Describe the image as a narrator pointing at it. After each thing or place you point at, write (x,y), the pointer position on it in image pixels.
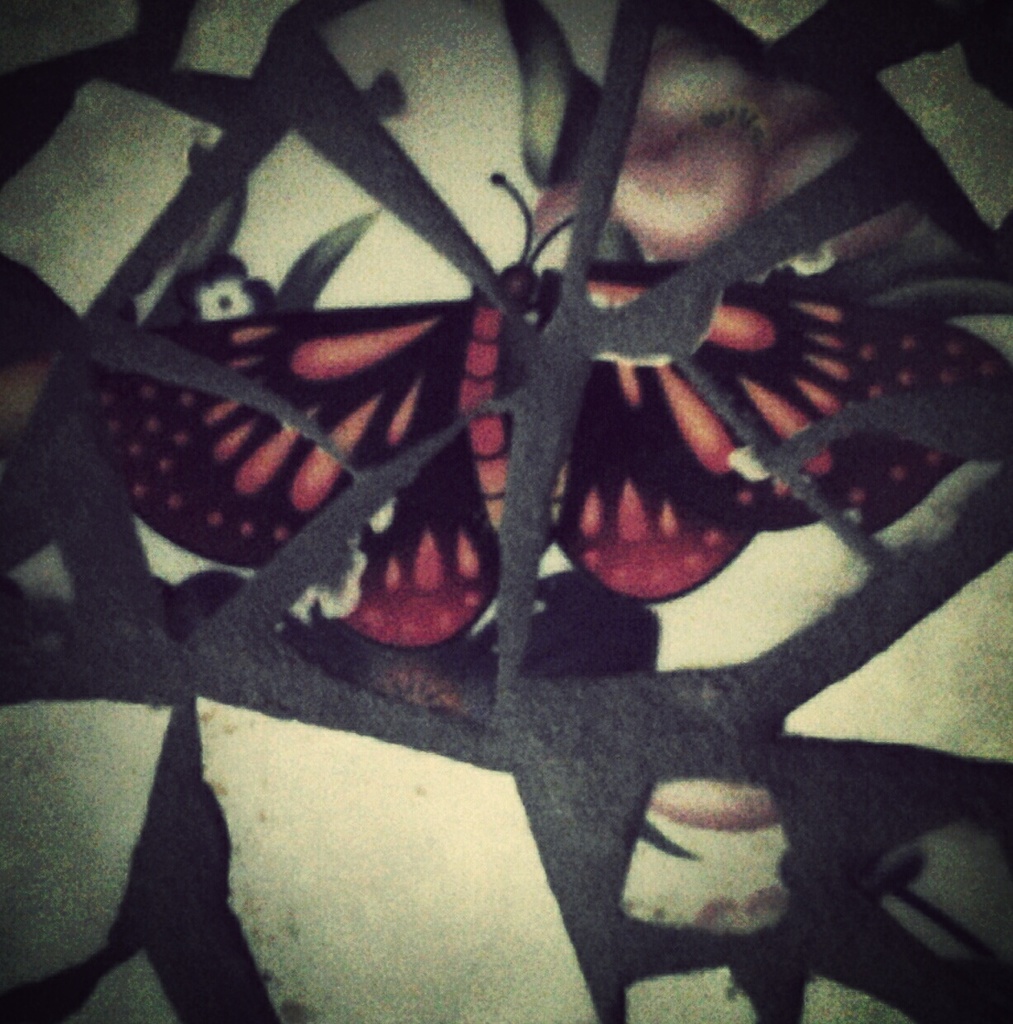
In this image we can see the wall (784,386), on the wall (426,571) we can see some design (335,659) of a butterfly (409,597) and flowers (654,206).
